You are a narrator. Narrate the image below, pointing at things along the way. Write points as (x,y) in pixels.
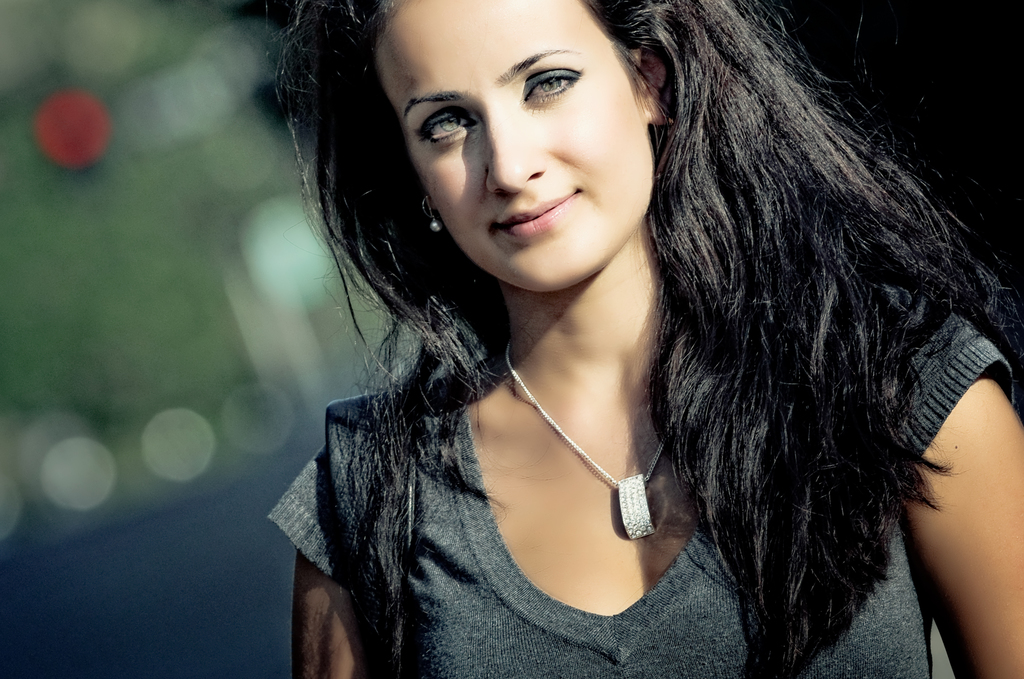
In this picture we can see a woman (841,625) smiling and on her we can see a chain (539,414) with a locket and in the background (219,312) it is blurry.
